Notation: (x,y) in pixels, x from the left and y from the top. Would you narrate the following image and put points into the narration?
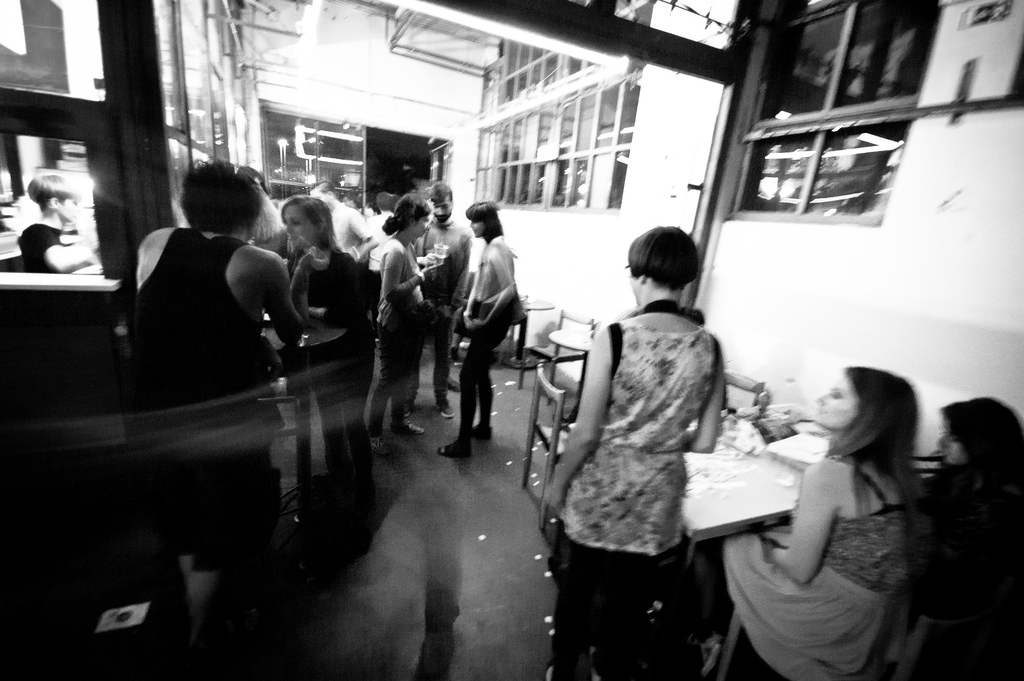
It is the black and white image in which there are few people (383,269) who are talking with each other. On the right side (752,498) bottom there is a table (758,481) and there are few people (887,450) around it. At the top (495,31) there are lights (454,17). On the left side (67,166) it looks like a shop (78,277) in which there is a person (66,191).
